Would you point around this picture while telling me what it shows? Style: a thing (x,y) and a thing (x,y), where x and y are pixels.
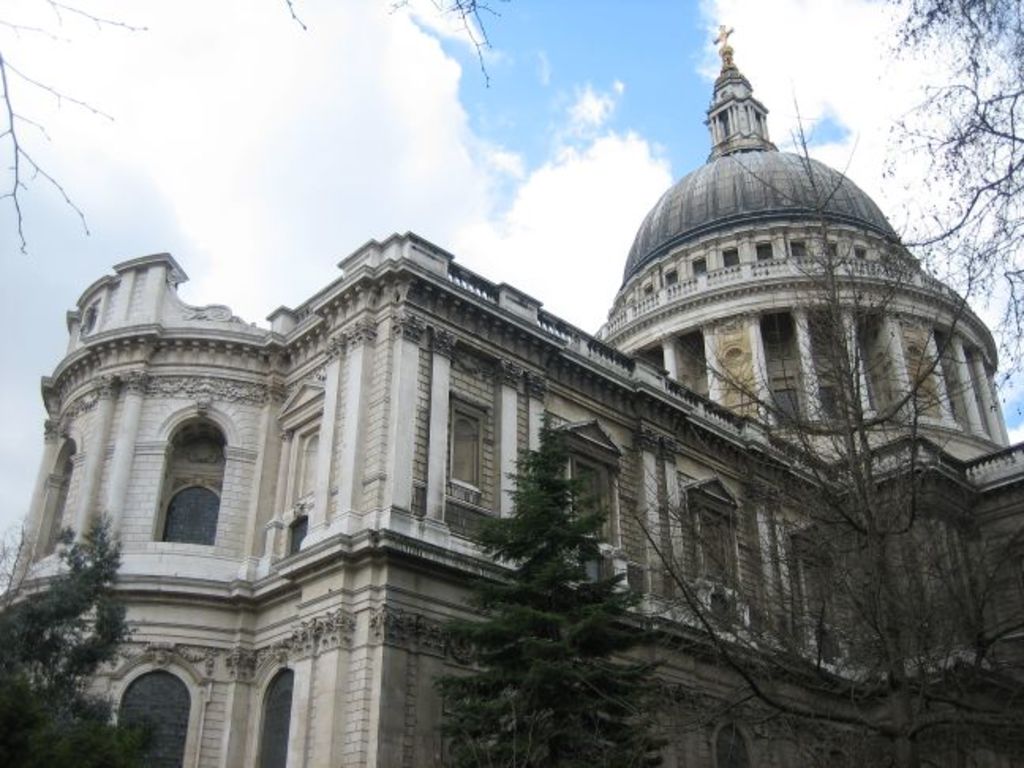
At the bottom of the image (497,731) we can see some trees (2,721). Behind the trees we can see a building (147,695). At the top of the image (509,191) we can see some clouds (668,168) in the sky (72,74).
